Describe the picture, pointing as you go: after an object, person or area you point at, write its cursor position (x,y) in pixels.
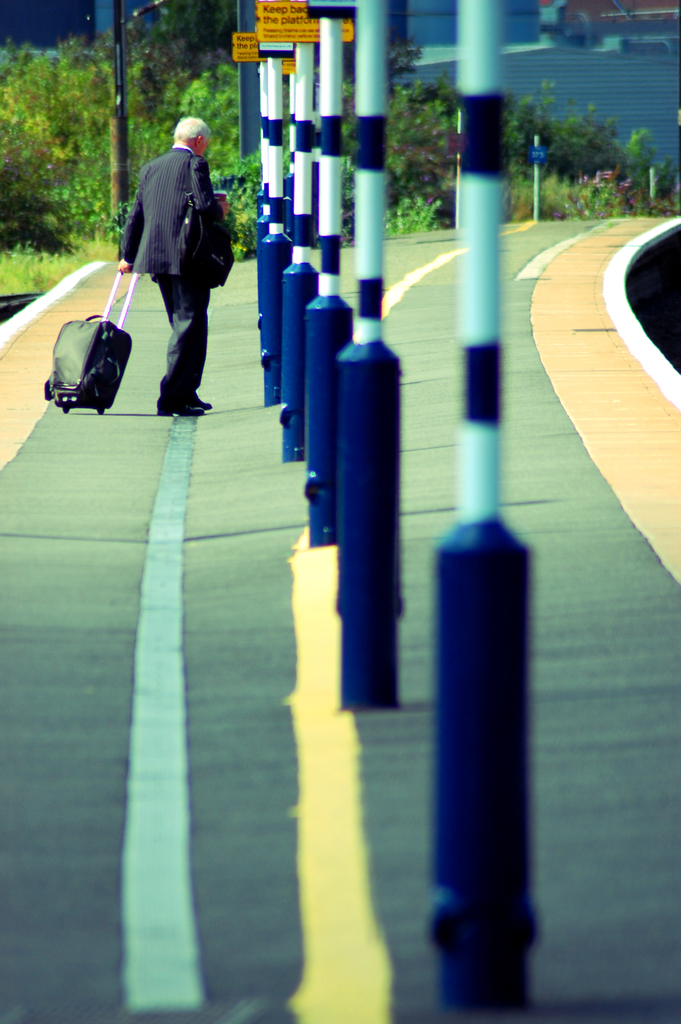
In this image we can see a person (156,212) holding an object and a bag (207,225) in his hands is standing on the ground (165,521). In the center of the image (279,355) we can see a board (287,27) with some text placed on poles (315,313). In the background (10,94), we can see a group of trees (414,129).
